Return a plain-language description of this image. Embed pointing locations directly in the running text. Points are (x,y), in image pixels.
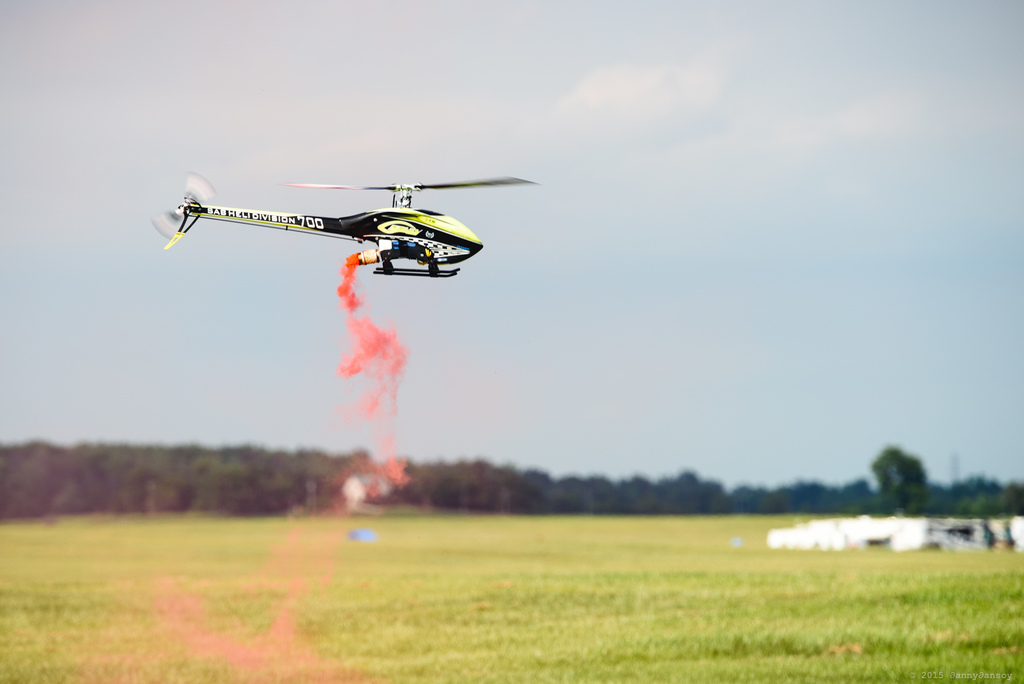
This image is taken outdoors. At the top of the image (336,119) there is the sky (639,160) with clouds (624,139). In the background (497,502) there are many trees (303,483). At the bottom of the image (303,604) there is a ground (720,624) with grass (643,608) on it. In the middle of the image (363,228) a toy chopper (244,212) is flying in the air (322,257).
